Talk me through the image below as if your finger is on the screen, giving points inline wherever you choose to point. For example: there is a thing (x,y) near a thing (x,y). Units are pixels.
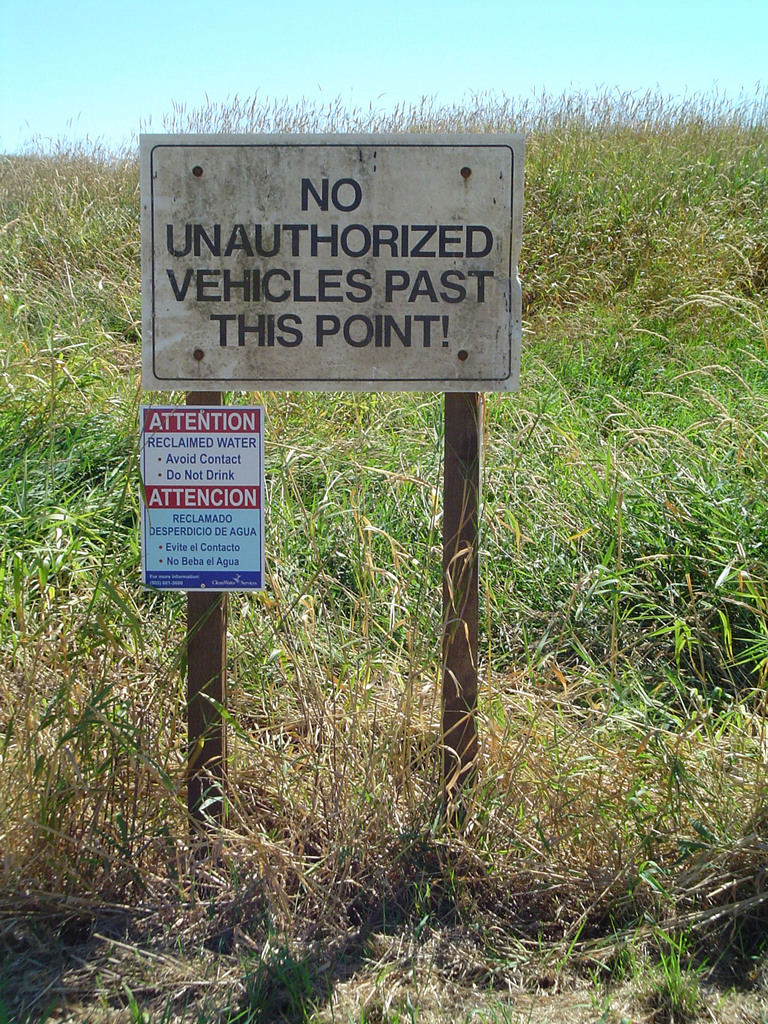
In this image there is a caution board (226,336) in the middle (350,360). In the background (585,419) there is grass (624,344). At the bottom (349,813) there are small plants (323,843). At the top (229,43) there is sky (229,43).
